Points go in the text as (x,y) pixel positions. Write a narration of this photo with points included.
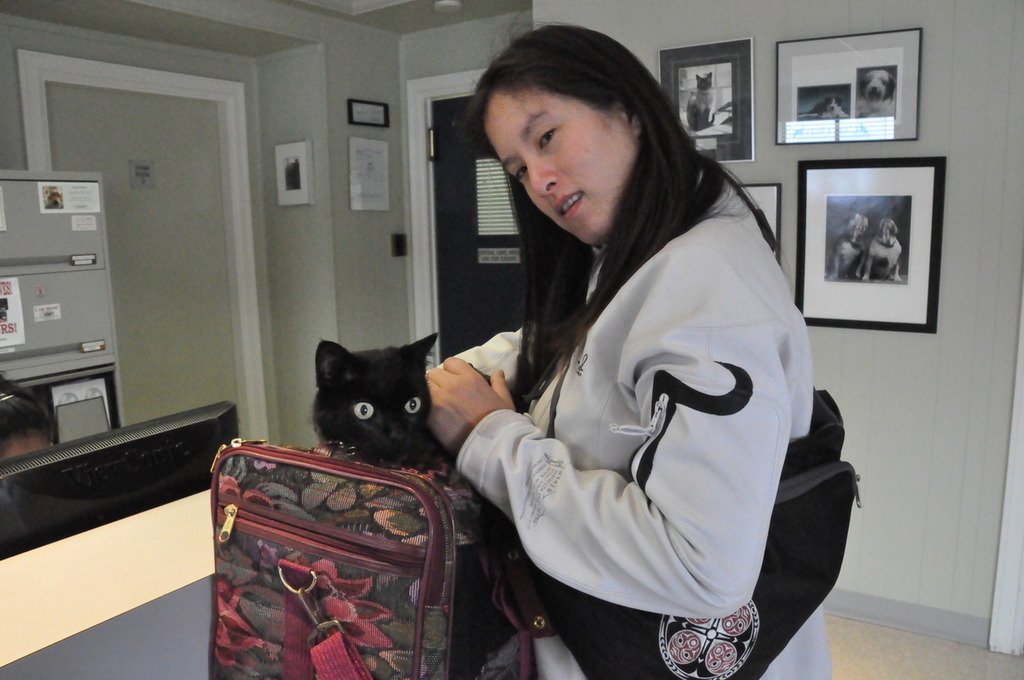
This is a picture taken in a room (181,298), the woman (638,454) is holding a black cat (392,411) in a bag (381,516). Background of this woman (746,415) is a wall (930,412) with photos (792,123) and a door (490,235).
